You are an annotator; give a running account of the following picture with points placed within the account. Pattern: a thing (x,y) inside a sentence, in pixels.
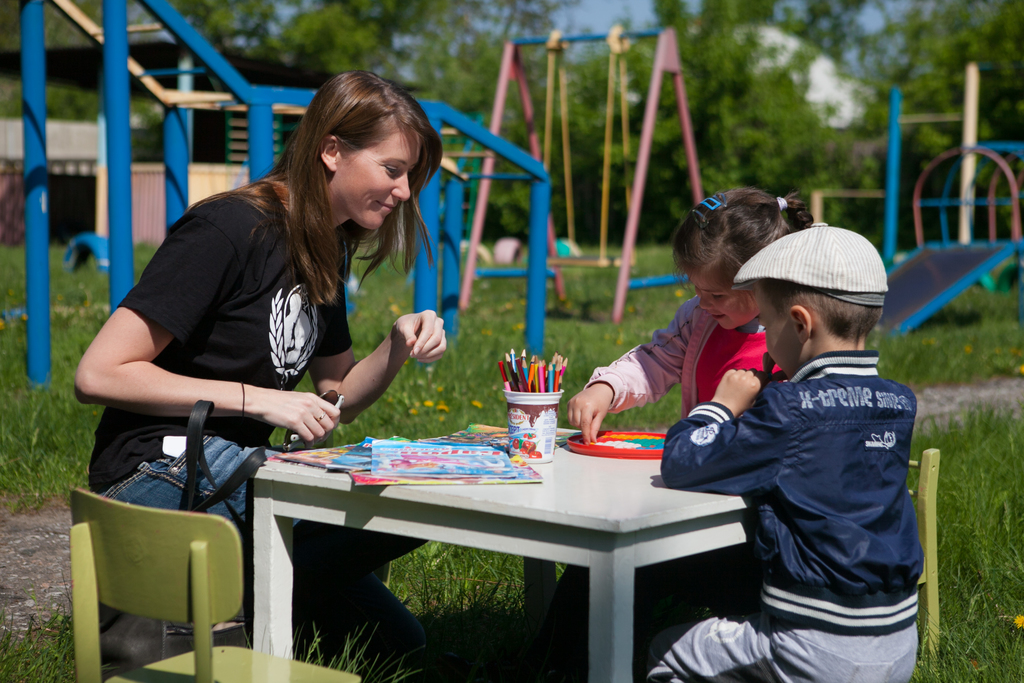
In this picture a lady (352,204) is sitting at a table (267,490) with two kids (774,412) and both of them are playing at the table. In the background (118,156) we observe few playing equipment (171,163), the picture is taken in a lawn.
